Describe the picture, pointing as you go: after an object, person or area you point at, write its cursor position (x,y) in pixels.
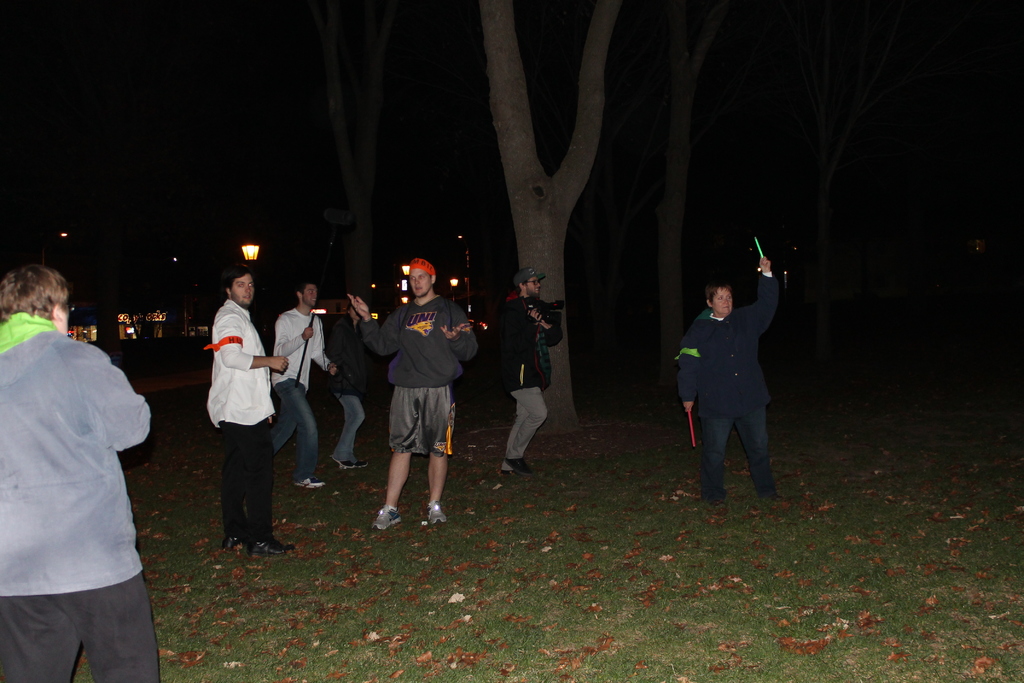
In the foreground of the picture (395,563) there are dry leaves (436,648) and grass (291,636). On the left (25,460) we can see a person (25,426). In the middle (407,346) there are people (536,348) and tree (519,207). In the background (228,218) we can see street lights (245,247), mostly it is dark and there are trees (686,189) also.
